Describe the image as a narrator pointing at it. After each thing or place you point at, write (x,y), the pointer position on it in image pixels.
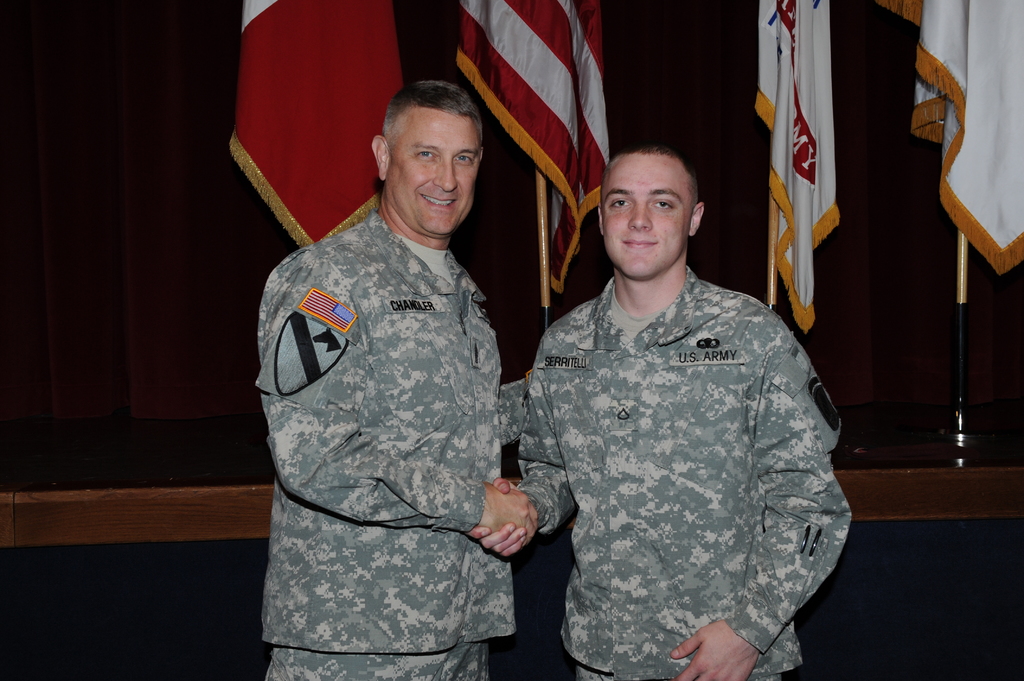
In the middle of this image (652,419), there are two persons (704,425) in uniforms (463,357), smiling, shaking hands (510,505) and standing. In the background (1001,111), there are four flags (236,133) attached to the poles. And the background (196,138) is dark in color.
